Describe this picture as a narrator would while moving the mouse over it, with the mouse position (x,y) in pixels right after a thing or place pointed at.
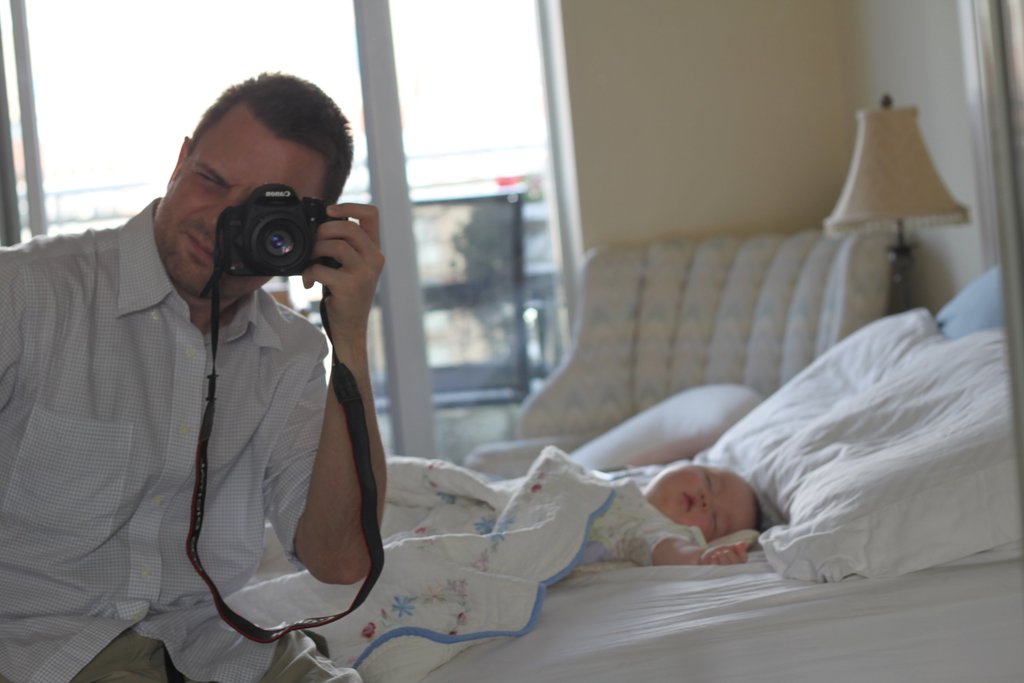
On the left (246,430) a person (236,422) is sitting on the bed (579,615) and capturing pic. Beside him there is a kid (637,555) sleeping. In the background (407,442) there is a window (75,64), wall (744,64), lamp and chair (697,306).
